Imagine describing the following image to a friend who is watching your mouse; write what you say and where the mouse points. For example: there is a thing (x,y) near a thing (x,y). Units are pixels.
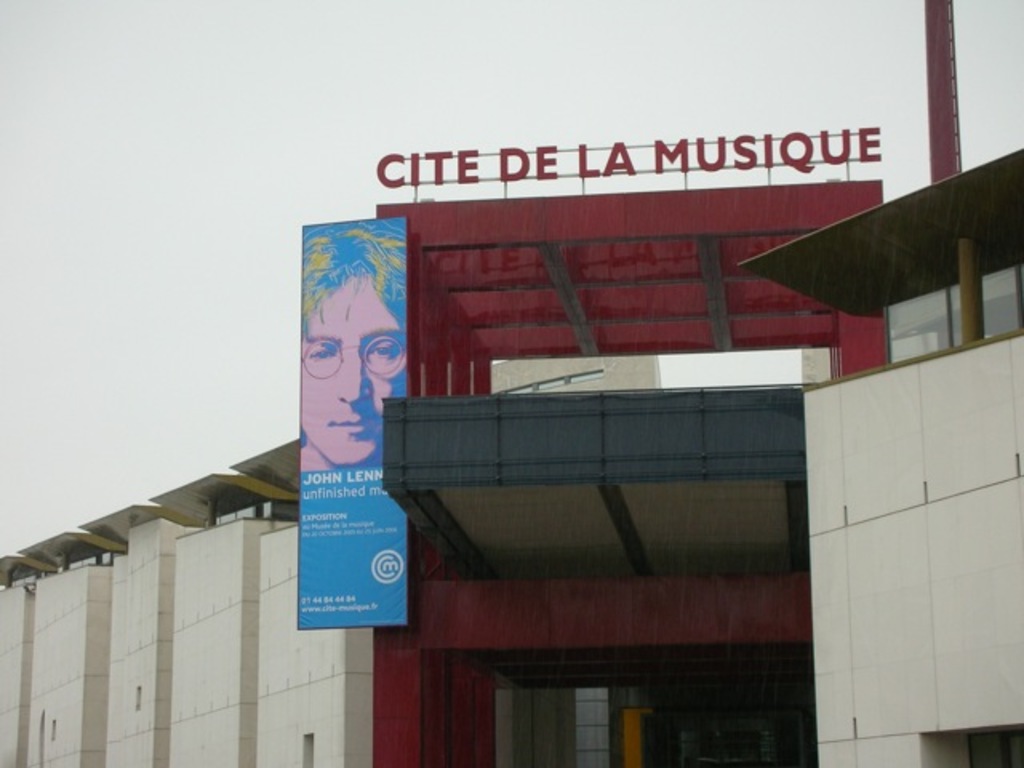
In the picture we can see a building (537,493) and the name of the building (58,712) is CITE DE LA MUSIQUE, and behind it we can see the sky (379,117).
